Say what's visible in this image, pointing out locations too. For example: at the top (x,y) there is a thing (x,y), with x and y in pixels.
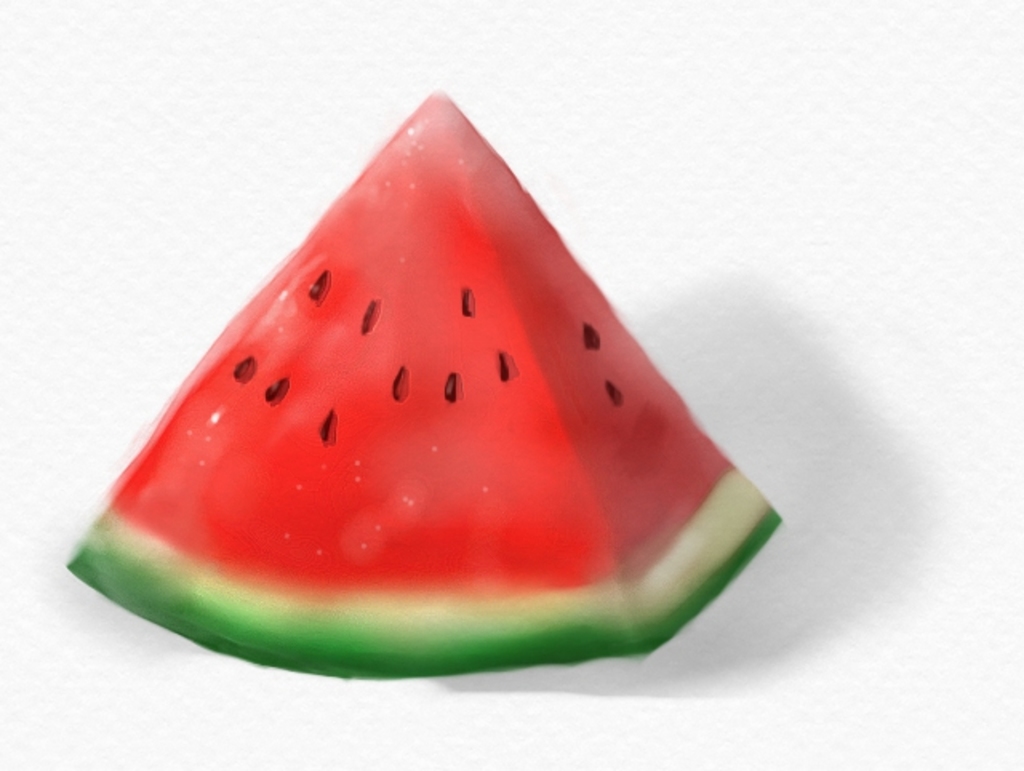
In this image we can see an animated picture of a watermelon slice (474,546).
